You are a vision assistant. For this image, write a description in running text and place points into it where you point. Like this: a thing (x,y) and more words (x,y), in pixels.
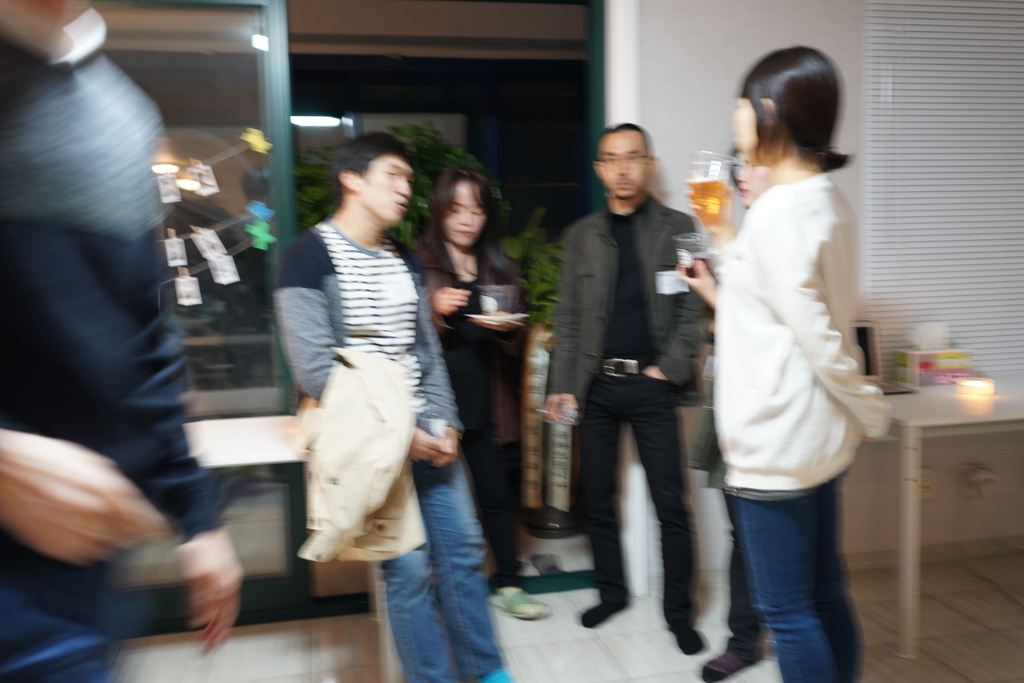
There are group of people (419,302) standing. This is a table (946,411) with few objects (933,377) on it. I can see a blind curtain (941,292) hanging. In the background (443,151), that looks like a tree (455,164). I can see the photos (202,172) hanging to a rope (240,153). This looks like a glass door (203,58).
